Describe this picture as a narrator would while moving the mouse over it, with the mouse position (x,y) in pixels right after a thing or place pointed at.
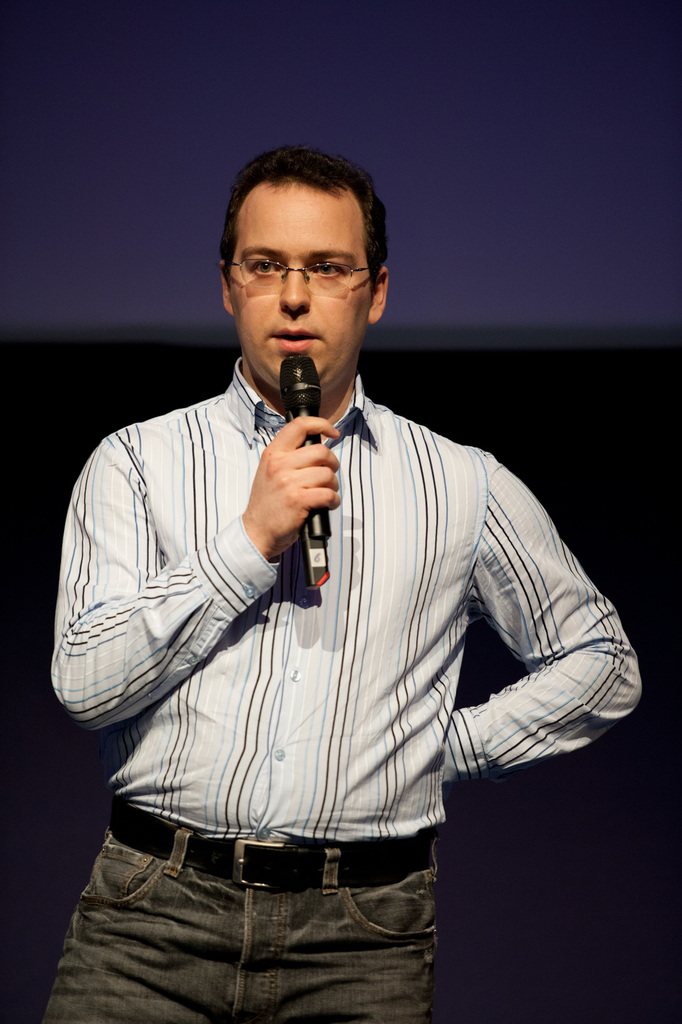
In this image I can see a man (341,716) standing, wearing white color shirt (380,528) and holding a mike (289,390) in his hand (305,451). It seems like he's speaking something. The person (361,344) is wearing spectacles (330,282).
